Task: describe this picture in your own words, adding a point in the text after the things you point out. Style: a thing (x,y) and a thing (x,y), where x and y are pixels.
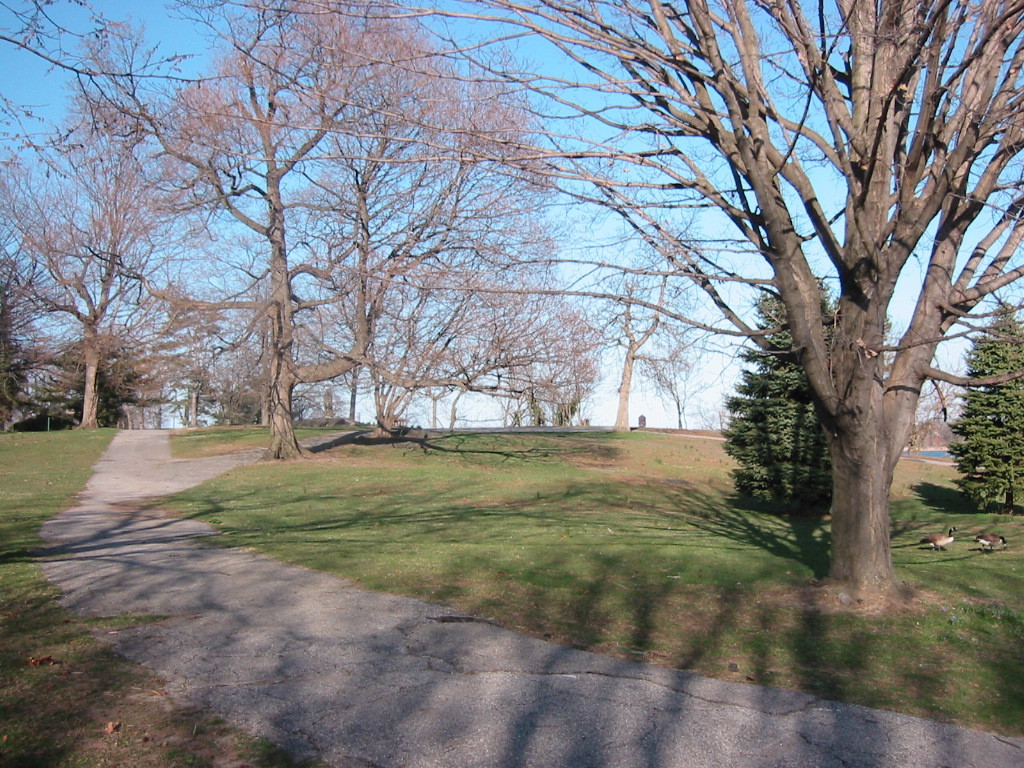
In this image we can see the road (451,686) and there are many trees (505,391), on the right side (720,538) we can see many grasses (931,563) and some birds (999,538) and in the background (705,405) we can see the sky (554,209).
